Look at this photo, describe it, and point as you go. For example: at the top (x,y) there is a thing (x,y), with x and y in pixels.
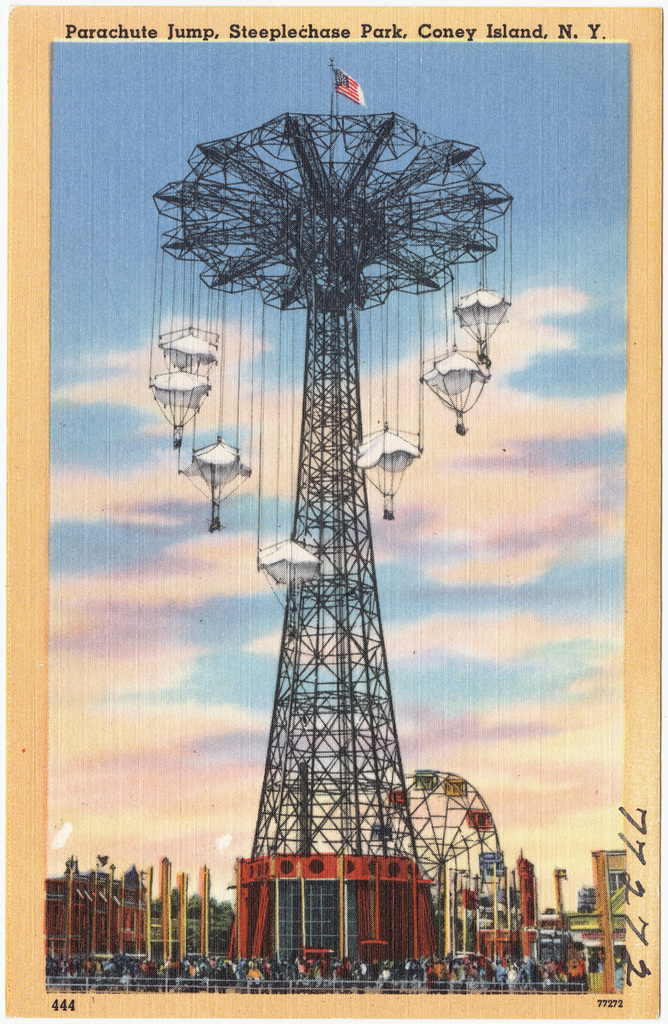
In the image there is a poster (302,125). Inside the poster (327,529) there is a parachute jump (296,547), giant wheel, pole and few other items (115,925) in it. And in the background (84,574) there is a painting (81,44) of the sky (77,60). And to the top of the poster (472,32) there is an address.
